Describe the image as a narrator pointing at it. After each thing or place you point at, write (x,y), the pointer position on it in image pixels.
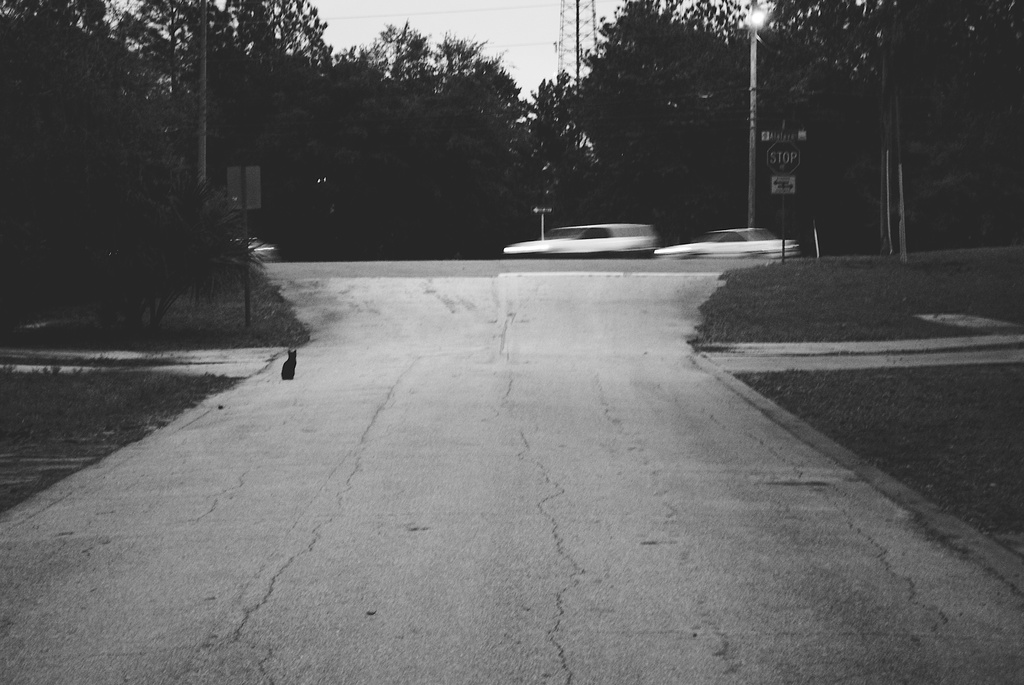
This is a black and white image. I can see a cat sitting on the road (326,371). There are trees (285,174), light pole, boards (776,181) with poles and two cars (742,231). In the background (543,47), I can see a tower (574,50) and there is the sky (495,19).
